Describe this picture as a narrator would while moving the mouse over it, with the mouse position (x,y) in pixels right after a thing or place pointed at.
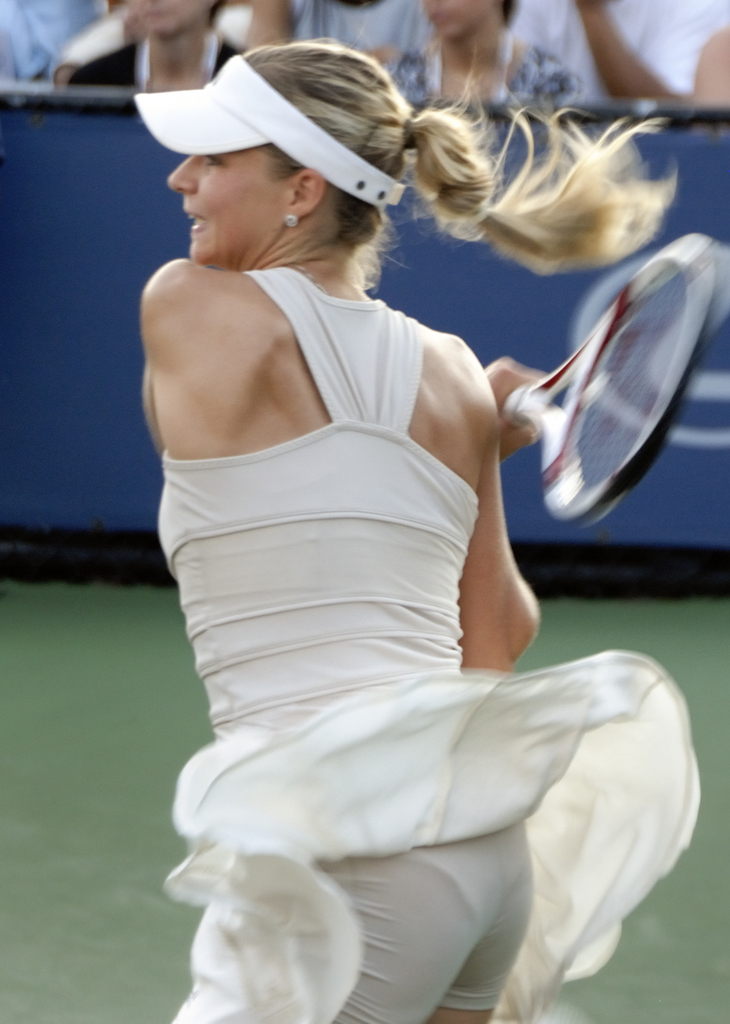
A lady (361,485) with white dress (356,516) is standing and holding a racket (637,309) in his hand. Behind him there is a blue poster (469,298). In the background (665,91) there are some peoples (528,49) sitting.
